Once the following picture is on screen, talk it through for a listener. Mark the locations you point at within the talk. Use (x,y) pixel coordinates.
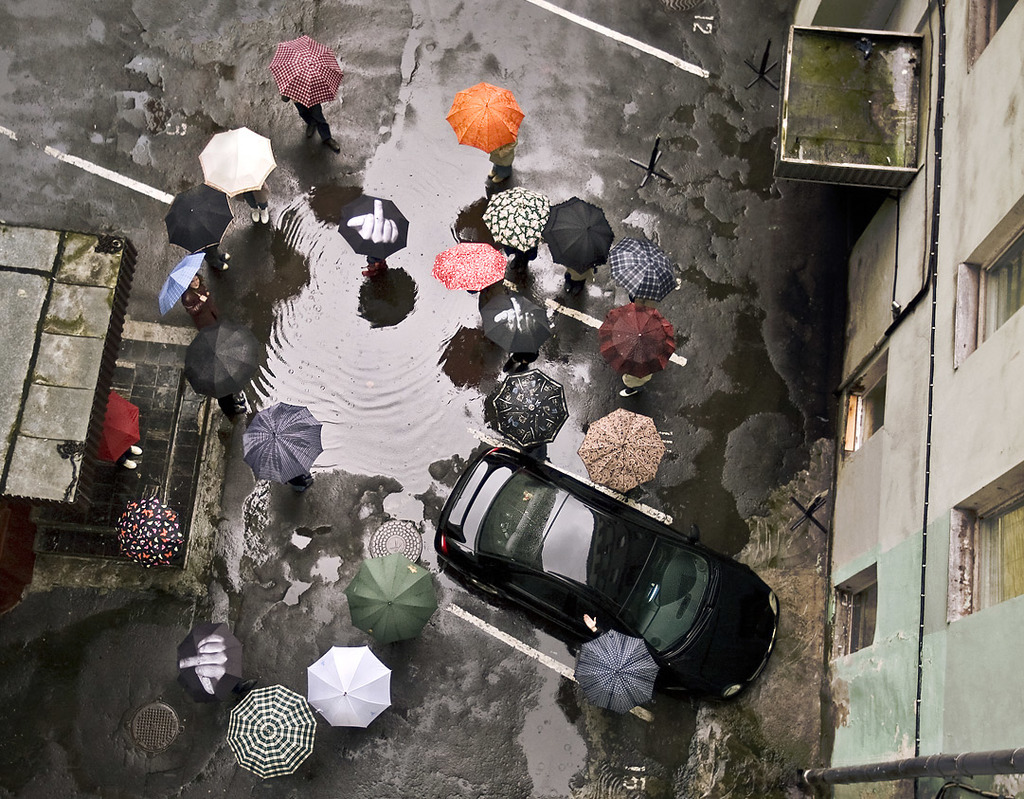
This image is clicked from a top view. There is a road (189,113) in the image. There are people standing and holding umbrellas (149,549) in their hands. In the center (371,386) there is water (403,377) on the road (416,726). To the right (936,319) there is a building (917,474). To the left (78,323) there is a shed (99,382). There is a car (582,582) in front of the building (869,607).
